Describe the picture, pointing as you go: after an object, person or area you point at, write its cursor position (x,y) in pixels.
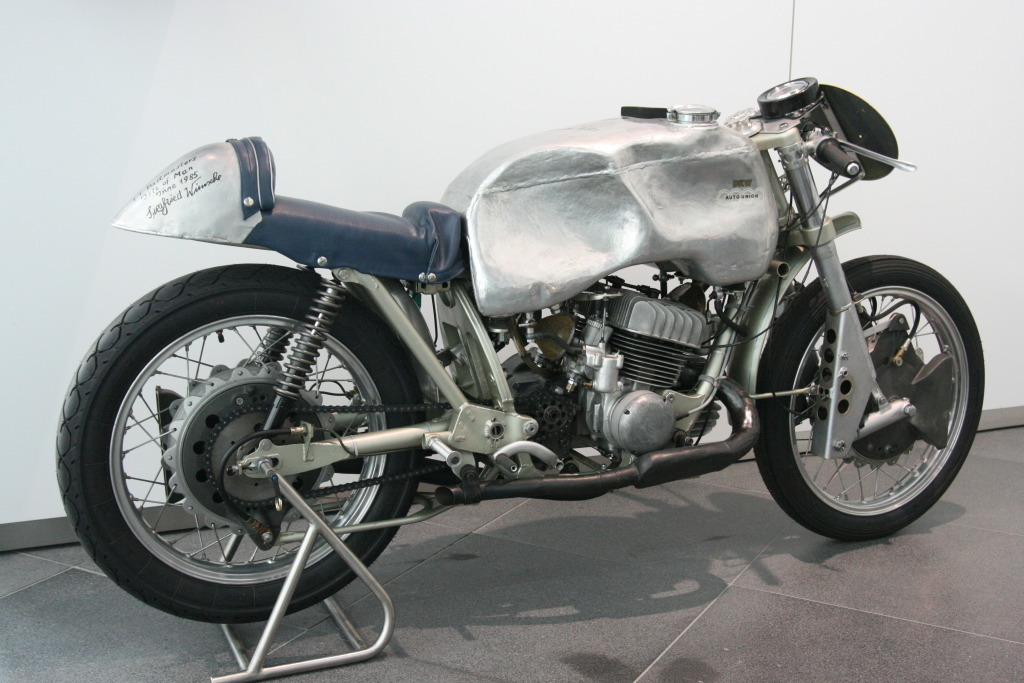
In this image we can see a motorbike (587,346) on the floor (659,591) and in the background (574,90) there is a wall (595,95).
